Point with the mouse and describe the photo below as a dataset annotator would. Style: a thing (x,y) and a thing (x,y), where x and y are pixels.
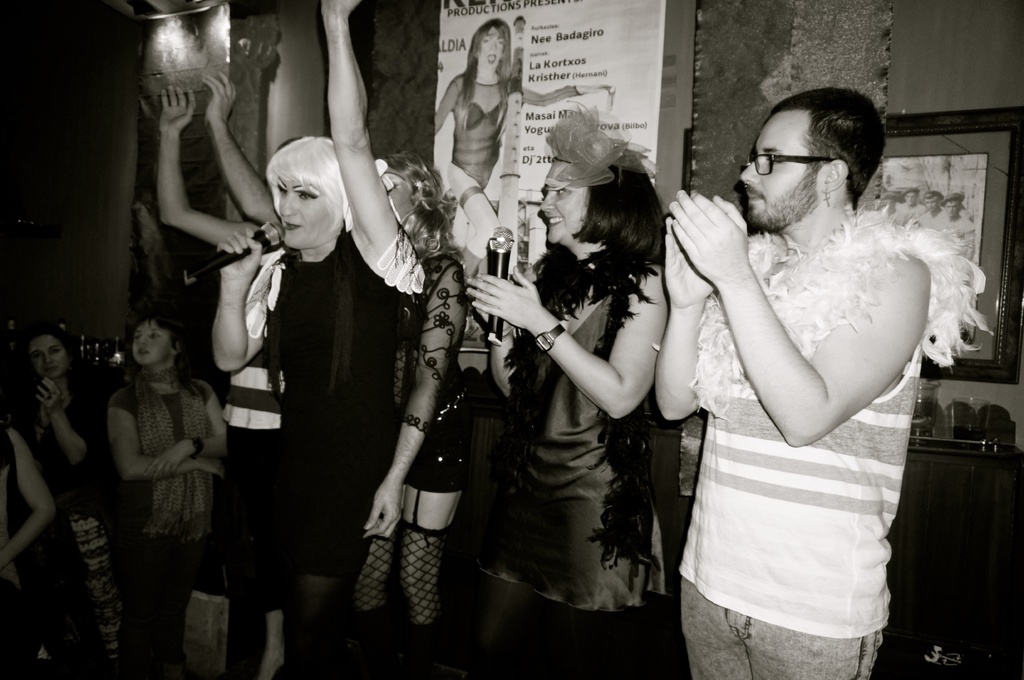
In this image, we can see a group of people (321,229). Few are holding microphones (492,259) and smiling. Background (808,33) we can see banners (599,65), wall (762,100), photo frame (948,124), some objects (963,501).
